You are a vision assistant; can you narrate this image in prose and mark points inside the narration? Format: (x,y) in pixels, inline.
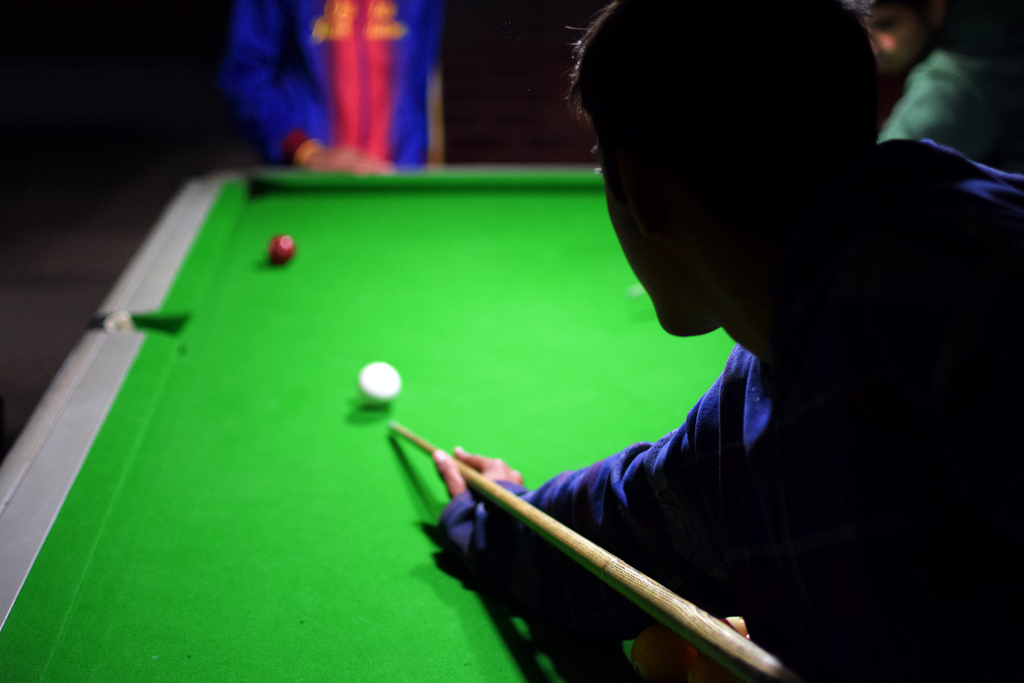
In this picture I can see three persons (396,28), there is a person (592,601) holding a cue stick (686,632), there are billiard balls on the snooker table (385,301).
